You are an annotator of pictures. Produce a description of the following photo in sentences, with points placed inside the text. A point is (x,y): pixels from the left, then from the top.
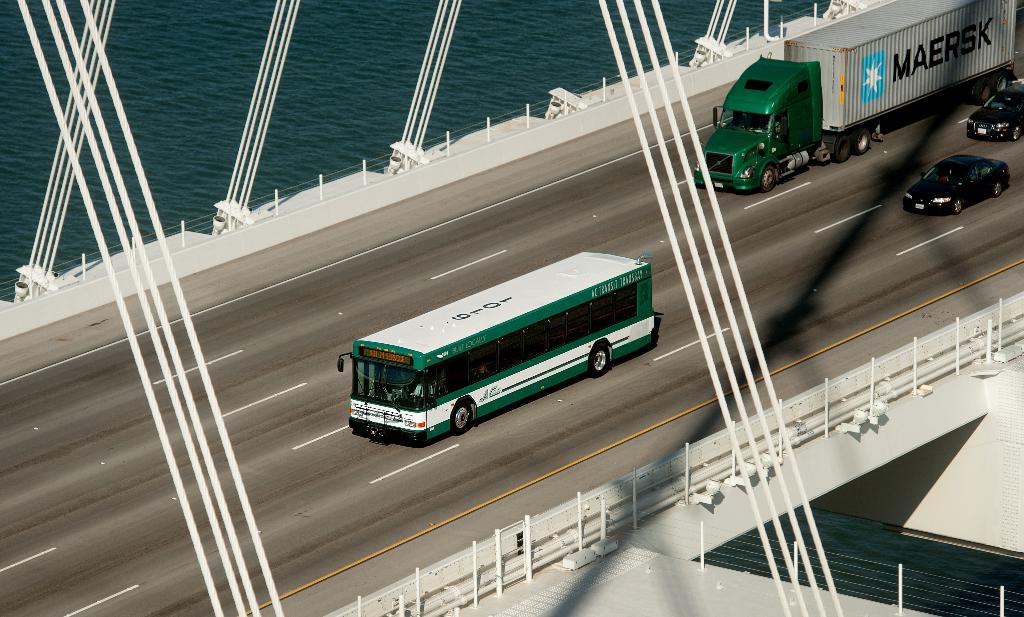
In this image I can see fleets of vehicles (465,380) on the road (827,280), bridge (782,288), metal rods (702,253) and water (324,17). This image is taken may be during a day.
